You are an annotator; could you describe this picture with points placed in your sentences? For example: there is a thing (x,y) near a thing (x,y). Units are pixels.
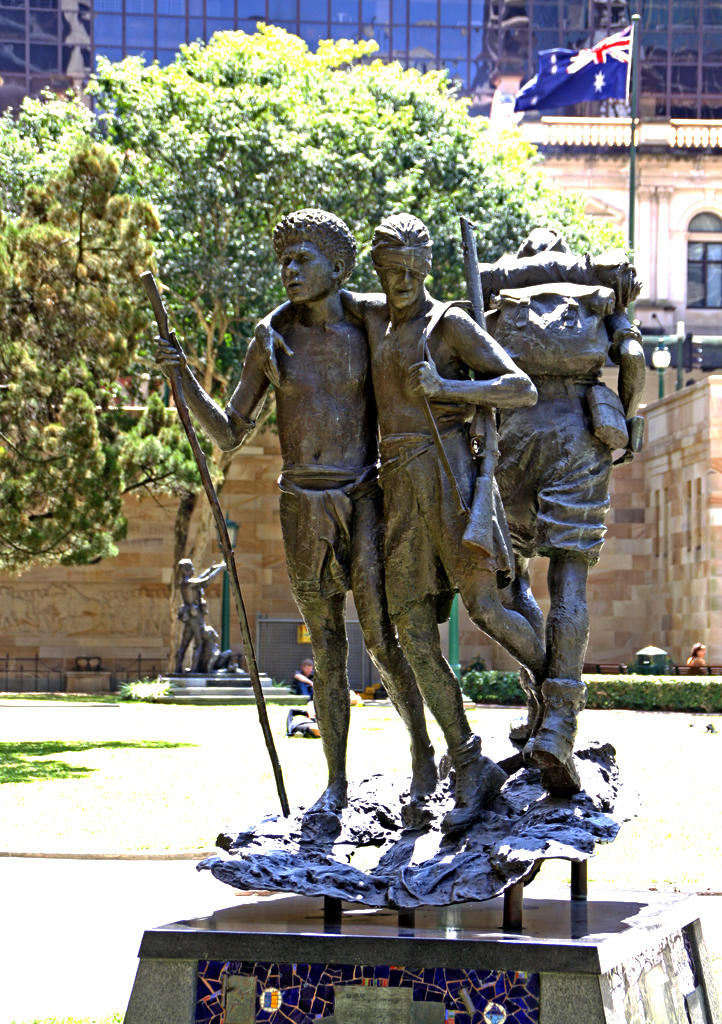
In this image I can see the statue (372,511) of few persons (389,450) standing and holding sticks (159,322) in their hands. In the background (160,558) I can see another statue (191,628) of a person (199,611), a tree (195,340), few buildings (674,253), a flag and few persons (302,676).
